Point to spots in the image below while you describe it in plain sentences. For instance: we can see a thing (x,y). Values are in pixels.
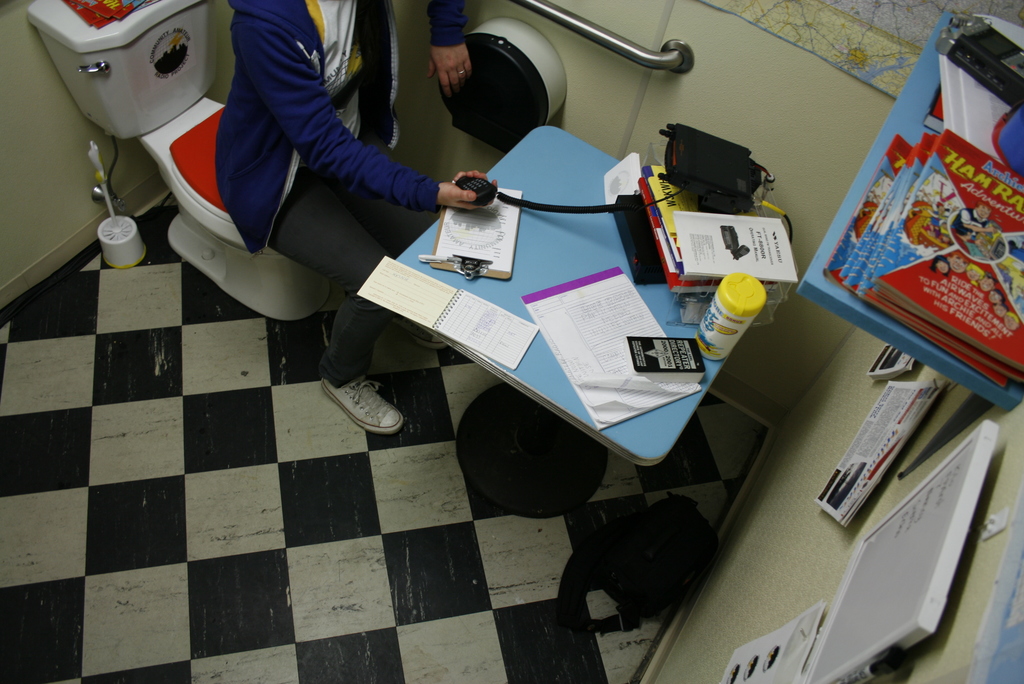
In this image I see a person (380,419) who is sitting on the toilet seat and the person (345,173) is in front of a table (526,182) on which there are books (773,240), an electronic device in the person's hand (452,196) and other things (463,257). I can also see the wall (855,81) on which there are few things (964,335) and I see a bag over here.
